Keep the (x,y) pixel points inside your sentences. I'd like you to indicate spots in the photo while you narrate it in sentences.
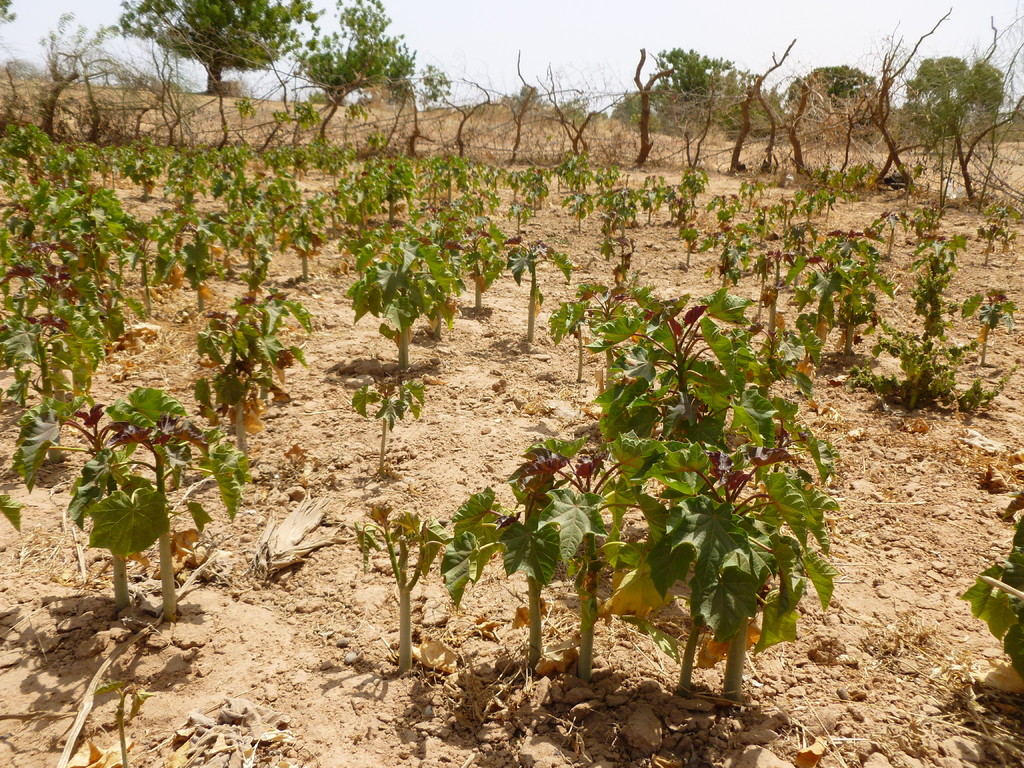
In this image I can see plants (744,189) and at the top (323,56) I can see the sky (459,34) and tree (204,34).
